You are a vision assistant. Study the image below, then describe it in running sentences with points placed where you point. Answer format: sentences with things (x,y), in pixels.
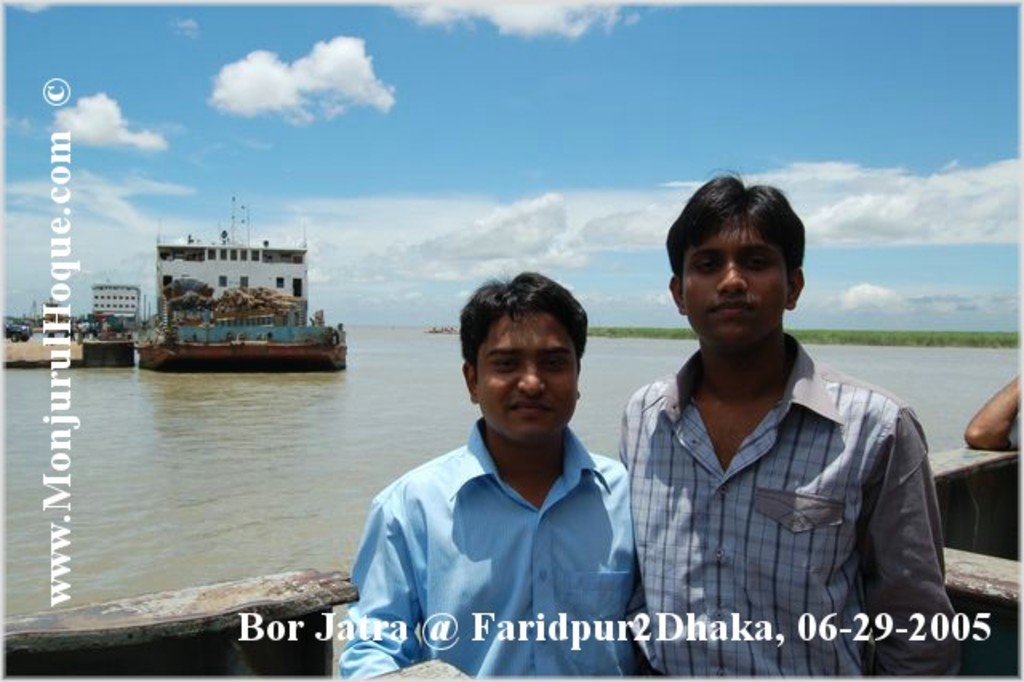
In this picture there are two persons (518,414) standing on the boat (178,596). On the right side of the image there is a person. At the back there are ships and there are group of people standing and there is a vehicle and there are plants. At the top (703,56) there is sky (628,57) and there are clouds (279,82). At the bottom (294,477) there is water (385,445) and there is text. On the left side of the image (52,347) there is text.
